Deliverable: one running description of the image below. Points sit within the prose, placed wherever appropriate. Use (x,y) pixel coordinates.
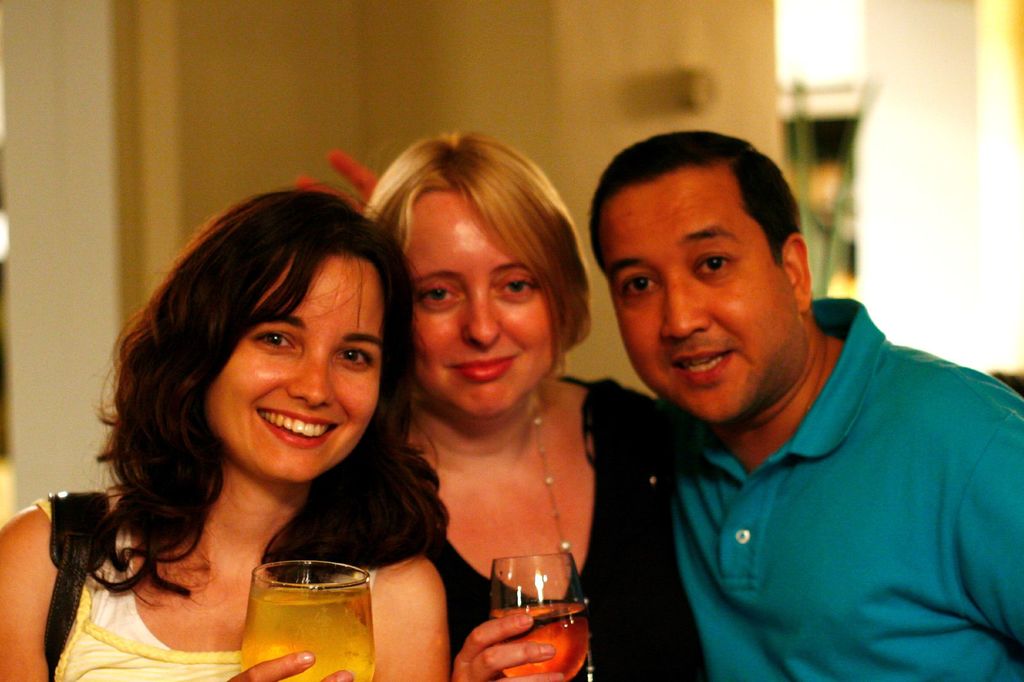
In this picture a woman (229,334) is standing she is smiling and holding a glass (347,595) in her hand (309,663). and beside her a woman (515,239) is standing she is wearing black color dress (606,585) holding some liquid (536,601) in her hand (533,620). and here is a man (662,374) wearing a green color t-shirt (795,506) he is speaking.
